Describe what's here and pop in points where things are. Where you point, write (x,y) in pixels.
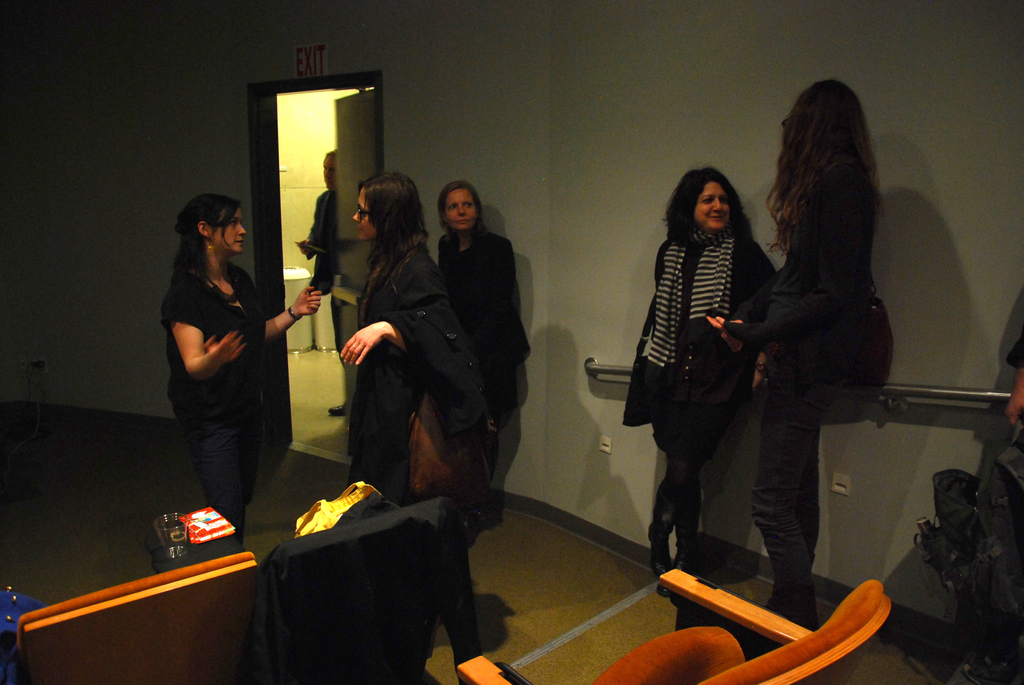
In the foreground of this picture (652,295), there are women (657,261) standing and there are few chairs (196,610), bags (424,476), glass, floor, door (252,182) and the wall (549,177).
